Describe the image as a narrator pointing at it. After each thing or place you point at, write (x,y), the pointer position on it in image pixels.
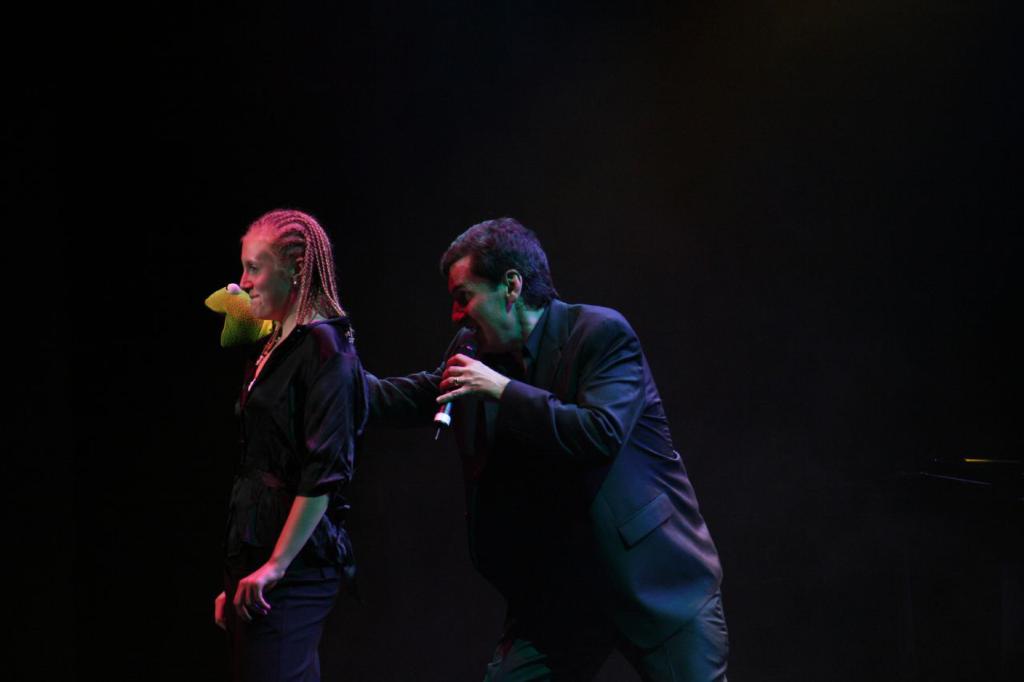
In the picture I can see a woman (266,417) wearing a black dress (268,436) is standing on the left side of the image (327,593) and a person (563,536) wearing black dress (506,503) is holding a mic (440,412) and a toy (244,293) in his hands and standing behind her. The background of the image (360,669) is dark.
